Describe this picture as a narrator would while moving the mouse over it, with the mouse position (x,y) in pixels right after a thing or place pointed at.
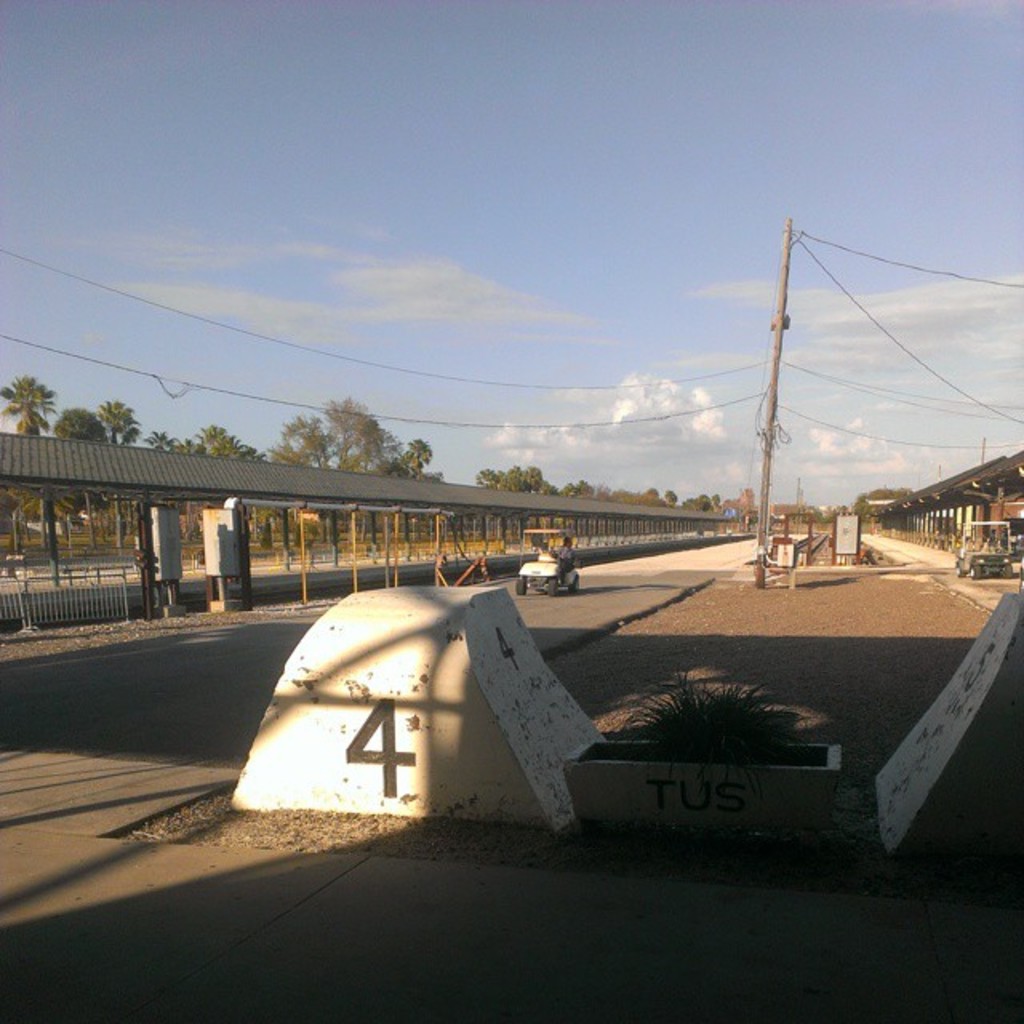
In this image in the center (422,680) there is a wall (398,679) and there is a plant (730,758) in the pot (760,766). In the background (546,567) there is a vehicle (573,574) moving on the road (621,601). On the right side (984,549) there is a vehicle (981,560) on the road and there is a pole (770,495) with wires (762,412) and there are trees (509,487) and there are shelters (962,513) and the sky (643,432) is cloudy.
